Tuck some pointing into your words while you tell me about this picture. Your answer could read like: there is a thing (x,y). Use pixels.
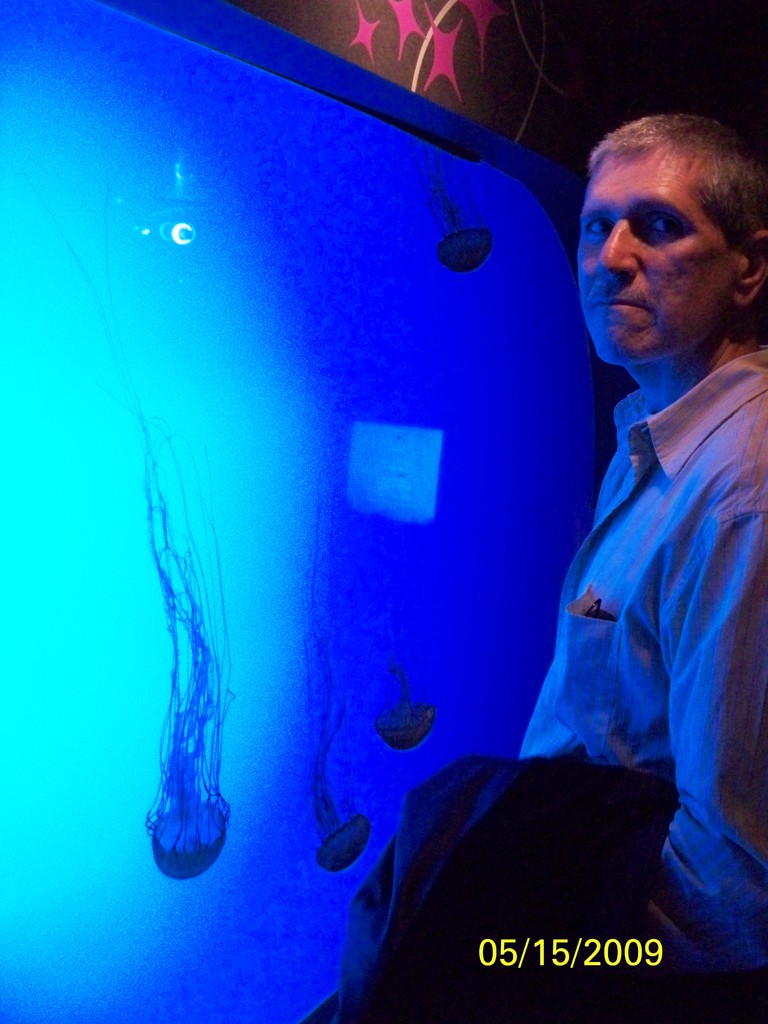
In this image there is a person (699,944) standing in front of aquarium (270,531), behind that there is a wall (407,0) and water mark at the bottom (585,947).
